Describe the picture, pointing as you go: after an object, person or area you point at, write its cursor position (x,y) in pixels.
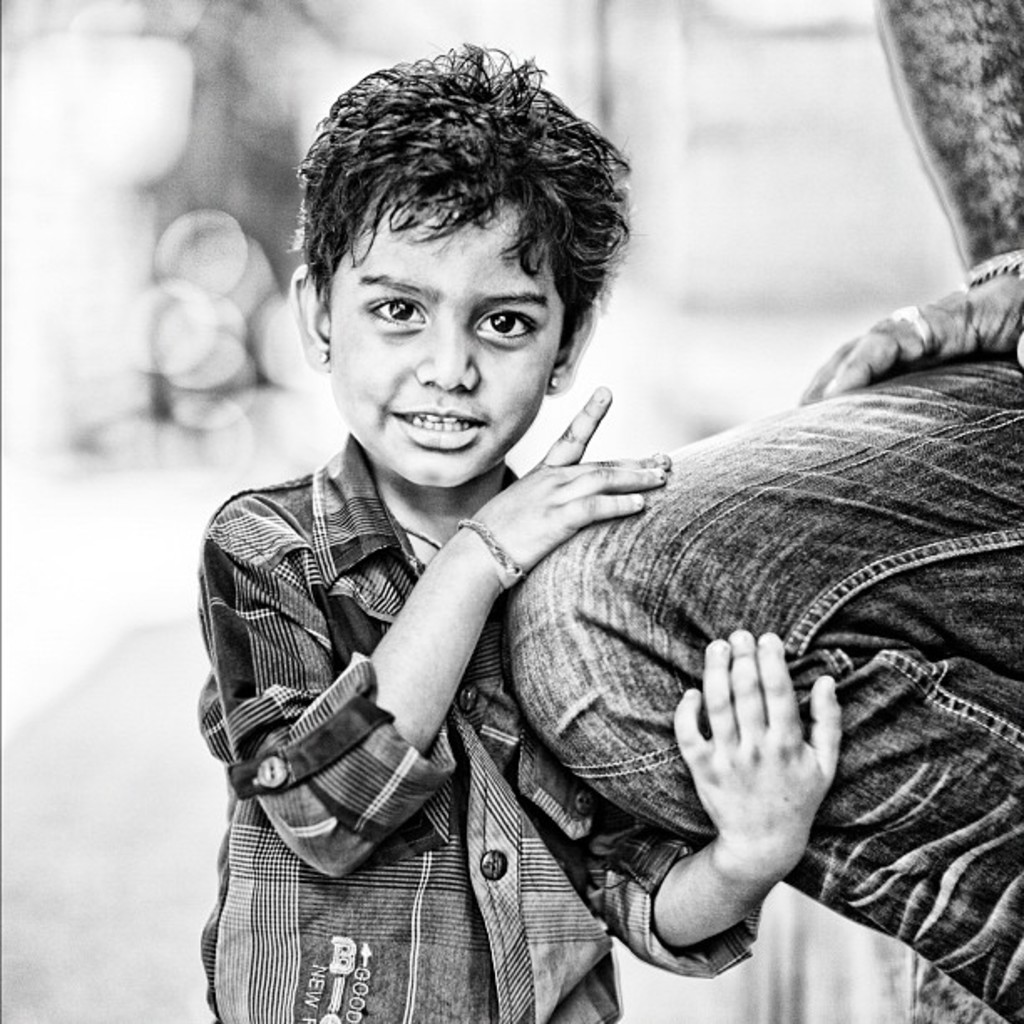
In this picture I can see a boy (400,575) and a human (630,632) on the right side (981,67). I can see blurry background (36,95) and it is a black and white image.
